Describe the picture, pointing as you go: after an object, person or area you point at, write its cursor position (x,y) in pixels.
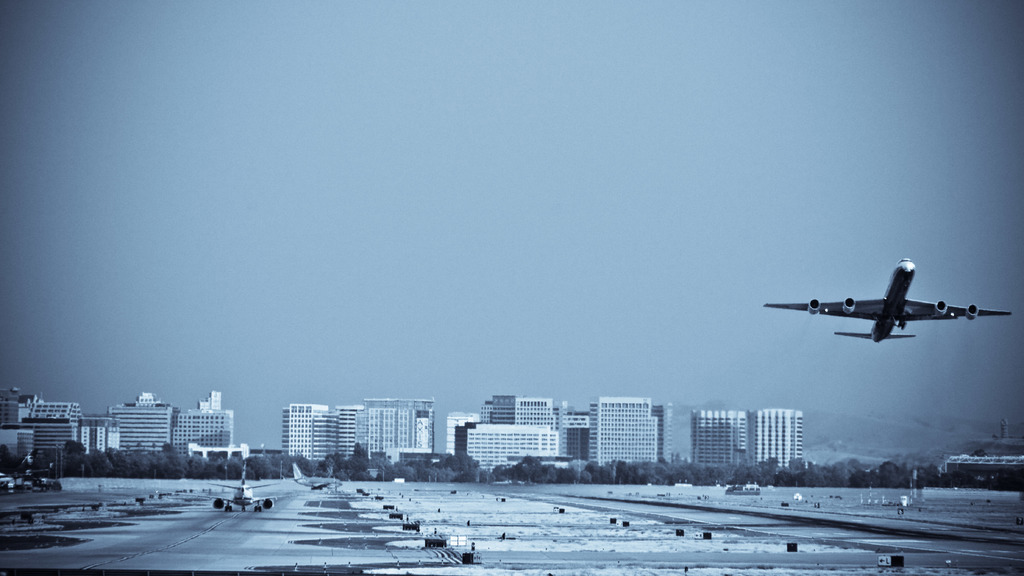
This image is taken outdoors. At the top of the image (428,158) there is the sky (590,215). At the bottom of the image (398,556) there is a runway (373,547). In the background (377,432) there are many buildings (377,427), trees (697,478) and plants (454,465). In the middle of the image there are three airplanes (302,482) on the runway (656,503). On the right side of the image (863,338) an airplane (881,300) is flying in the sky (989,346).
